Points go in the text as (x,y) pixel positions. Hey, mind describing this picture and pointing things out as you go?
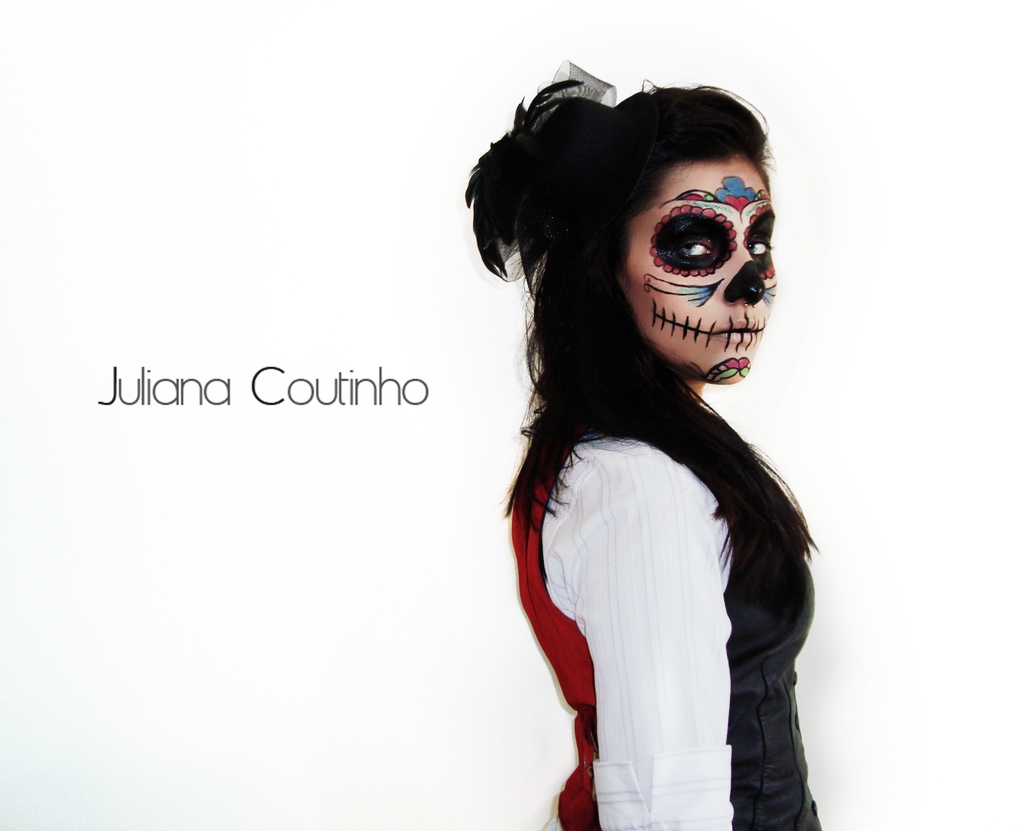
In this image I can see a woman (642,477). I can see the white background (374,391) with some text (241,386) written on it.
